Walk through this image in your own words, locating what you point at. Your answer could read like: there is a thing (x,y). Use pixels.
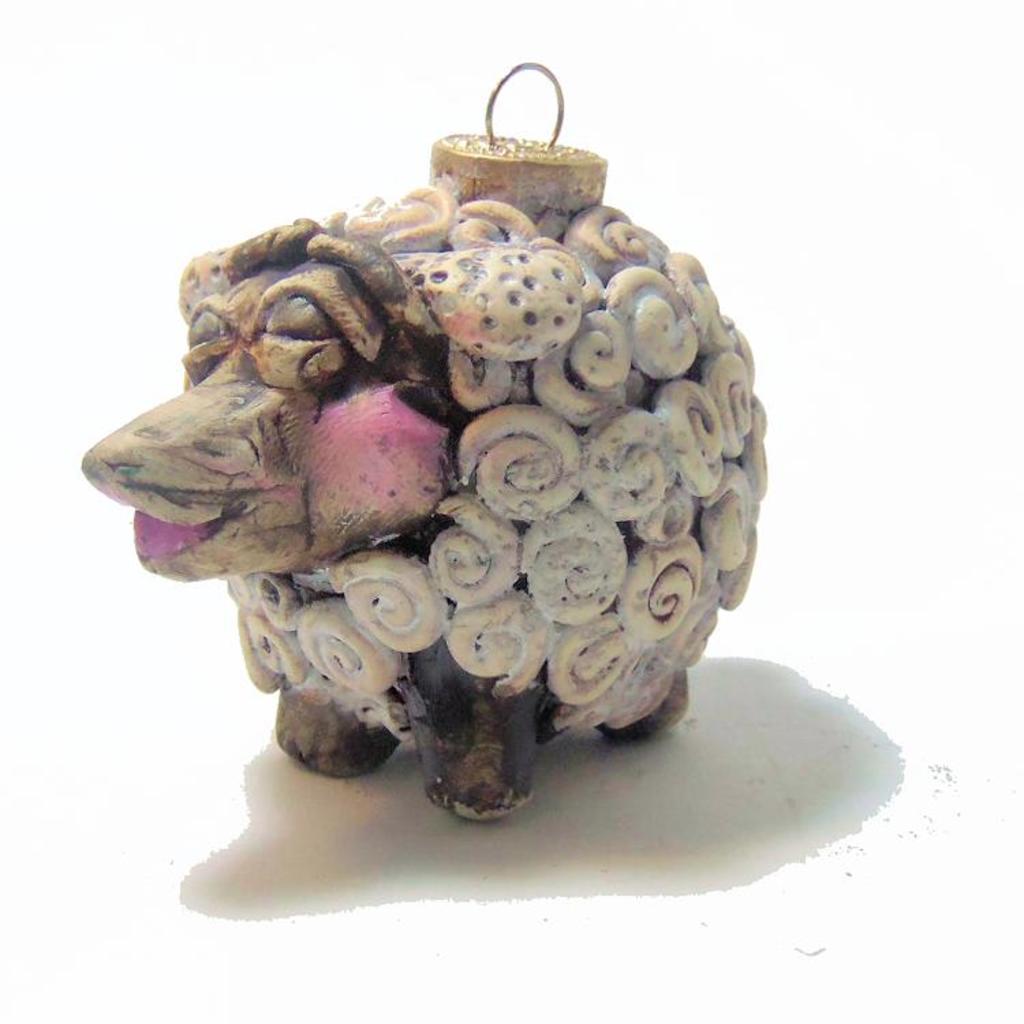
In this image we can see a toy (497,306).
